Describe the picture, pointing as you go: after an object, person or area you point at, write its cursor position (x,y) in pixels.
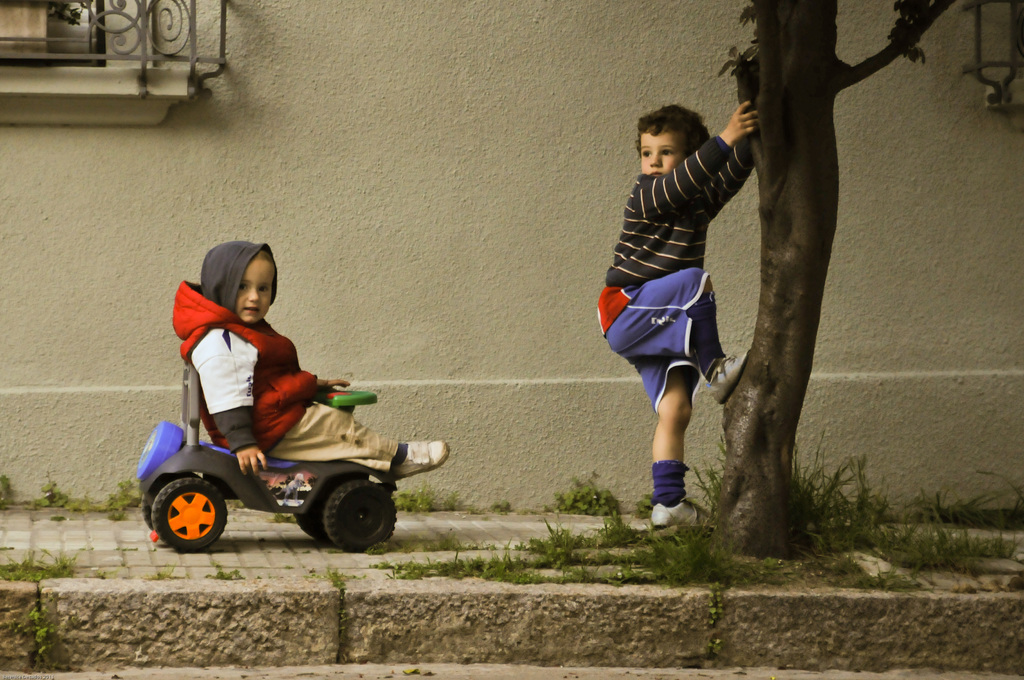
In this image, we can see two kids (661,275), one is standing and one is sitting in the toy car (206,472), in the background (97,486) we can see a wall (216,180).
